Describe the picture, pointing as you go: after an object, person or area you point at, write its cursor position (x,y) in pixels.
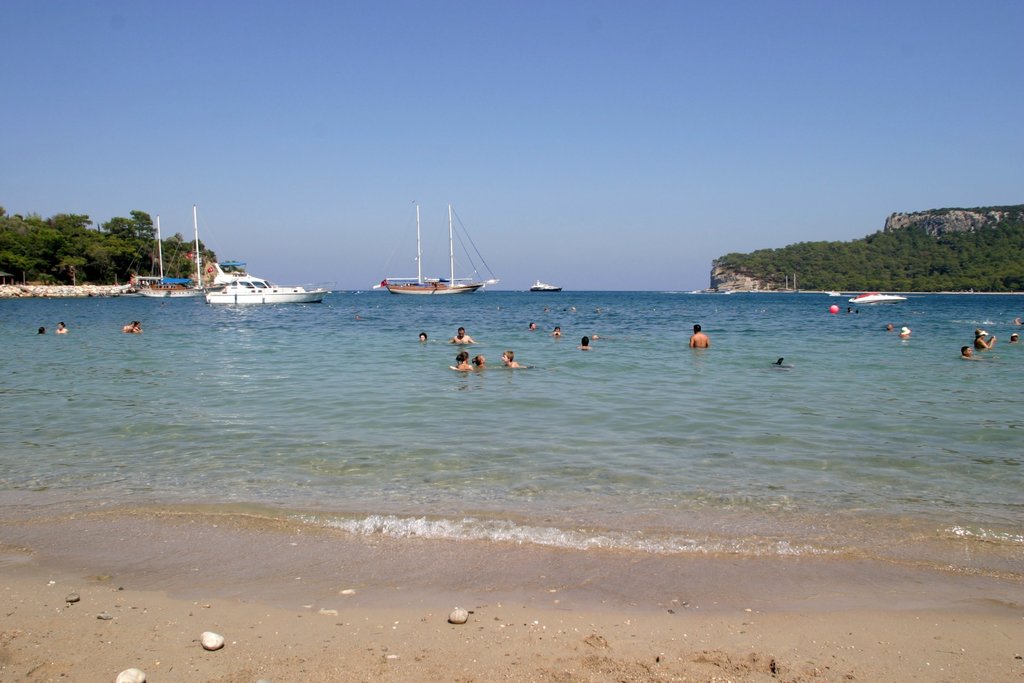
In the picture we can see a part of the sand surface (489,592) and water surface (984,427), in the water (134,441) we can see some people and far away from them, we can see some boats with poles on it and on the both the sides of the water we can see the trees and in the background (362,73) we can see the sky (351,190).
